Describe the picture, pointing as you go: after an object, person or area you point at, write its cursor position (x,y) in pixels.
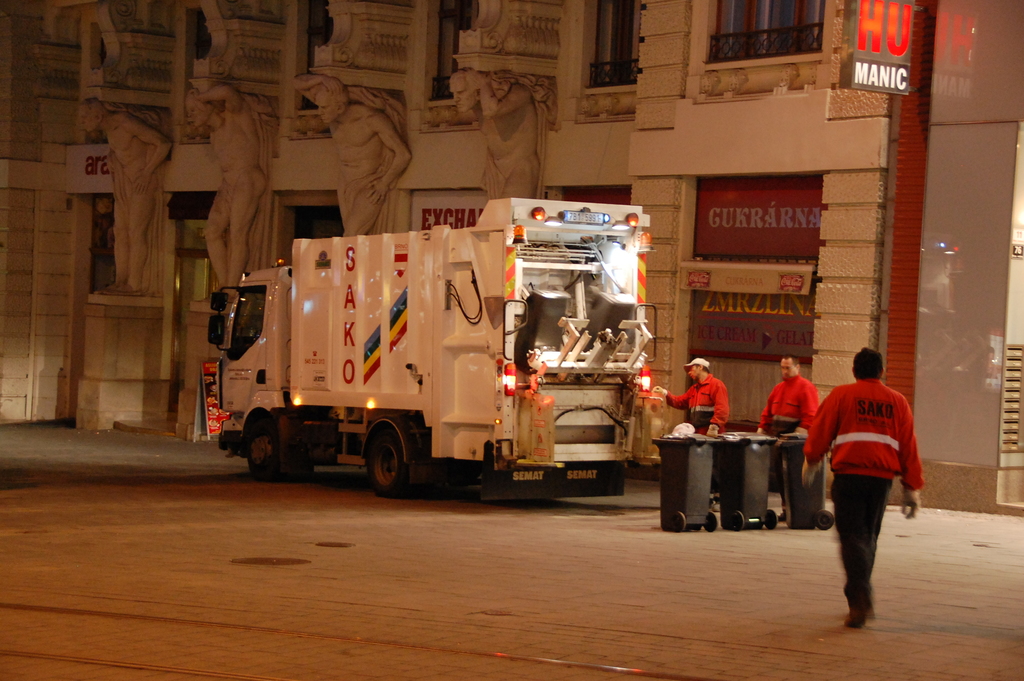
In this picture, we see two men (710,389) are standing. The man (880,432) on the right side (889,470) is walking on the road (821,578). In front of them, we see garbage bins (707,511). Beside them, we see a white vehicle (412,372). In the background (667,159), we see buildings (615,143) in white color and we even see the statues (384,164). In the right top of the picture (904,22), we see a hoarding board (875,18) with some text (875,18) written on it.
